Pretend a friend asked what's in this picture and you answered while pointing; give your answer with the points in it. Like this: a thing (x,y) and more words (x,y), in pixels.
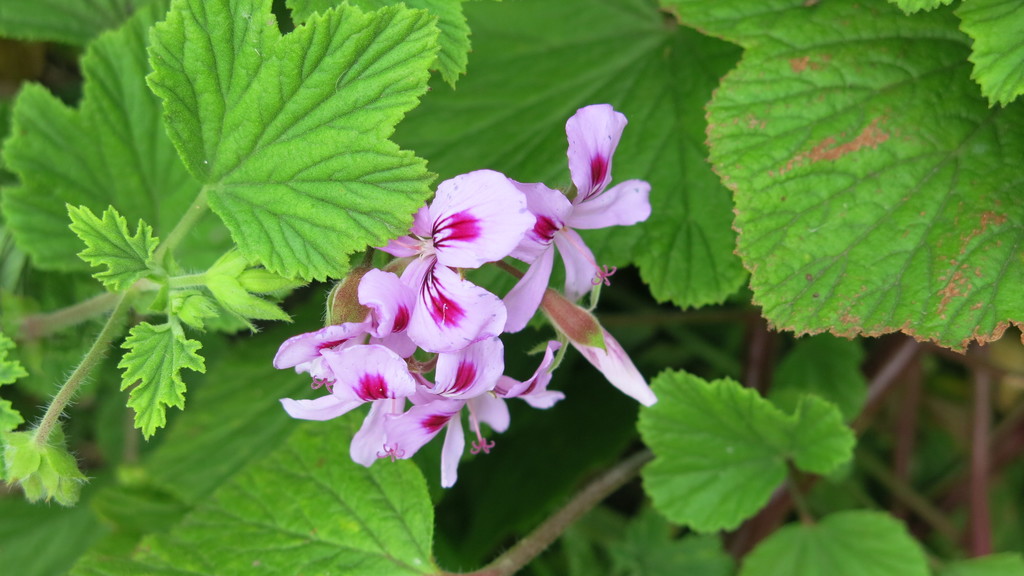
In this image we can see flowers (348,324), stems (545,538) and leaves (237,357).
